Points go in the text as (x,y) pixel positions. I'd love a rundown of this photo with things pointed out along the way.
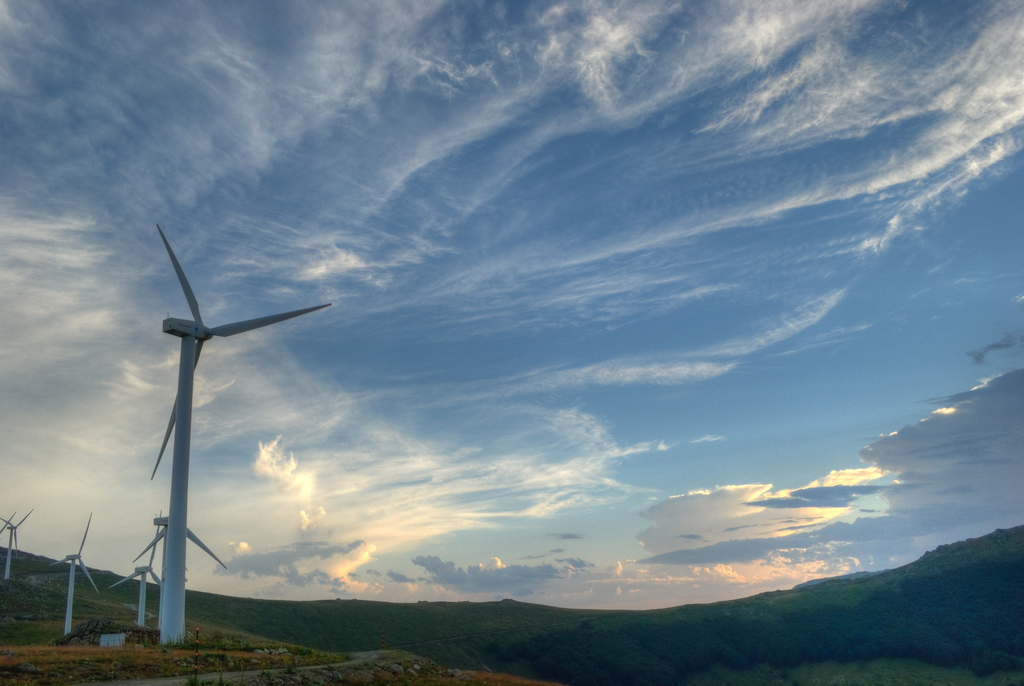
In this image there are wind turbines (85,533) on the left side (61,561). At the top (592,175) there is the sky (587,176). In the background (575,612) there are hills (757,614) on which there are trees (824,641) and grass (919,673).
